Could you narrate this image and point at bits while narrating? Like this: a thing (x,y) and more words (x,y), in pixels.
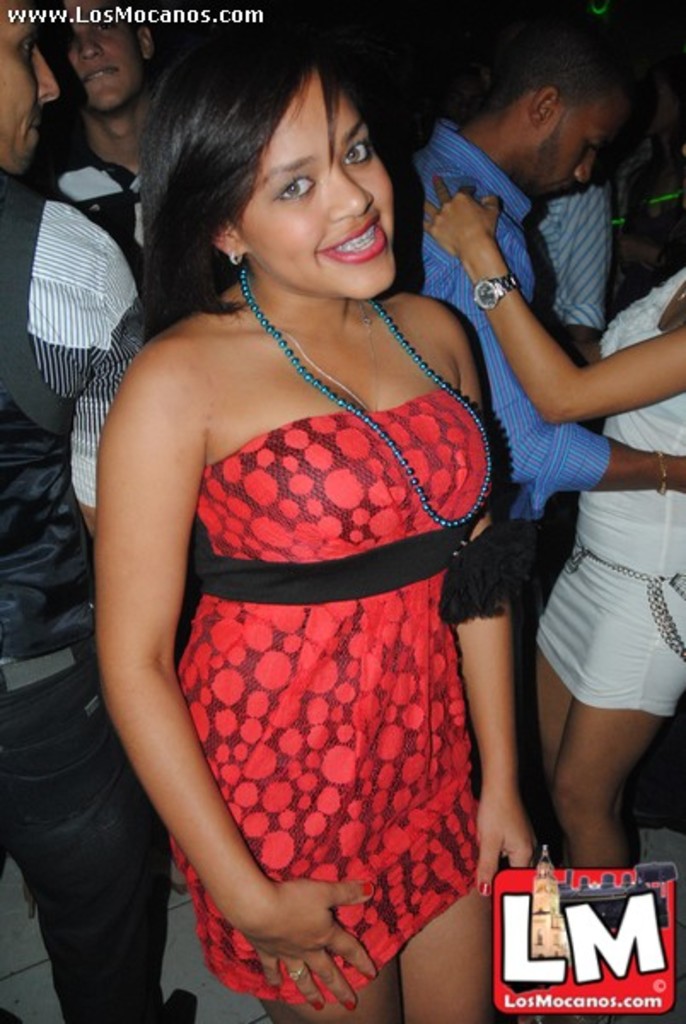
This picture is clicked inside. In the foreground (325,145) we can see a woman (270,396) wearing red color dress (321,505) smiling and standing. In the background (470,239) we can see the group of persons (678,507) seems to be dancing. In the bottom right corner (603,912) there is a watermark (607,956) on the image.
